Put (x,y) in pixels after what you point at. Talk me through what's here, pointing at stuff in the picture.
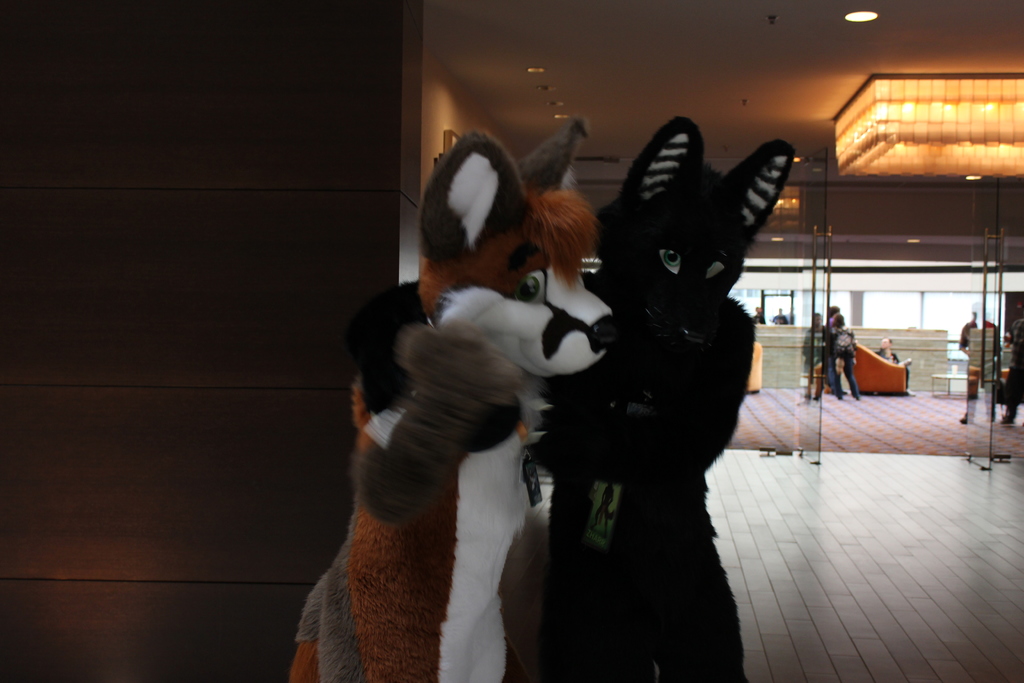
This picture shows the inner view of a building (755,26). There are some lights (972,89) attached to the ceiling (904,179), one frame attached to the wall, three Sofa chairs (904,377), some people (838,324) standing, some people (855,367) are walking, one person (852,350) wearing a bag (840,346), some people (965,418) holding objects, two big soft toys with ID cards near the wall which resembles animals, one person (888,356) sitting on the Sofa chair (884,377), one object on the floor (855,420) and one object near the Sofa chair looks like a small wall (943,356).
